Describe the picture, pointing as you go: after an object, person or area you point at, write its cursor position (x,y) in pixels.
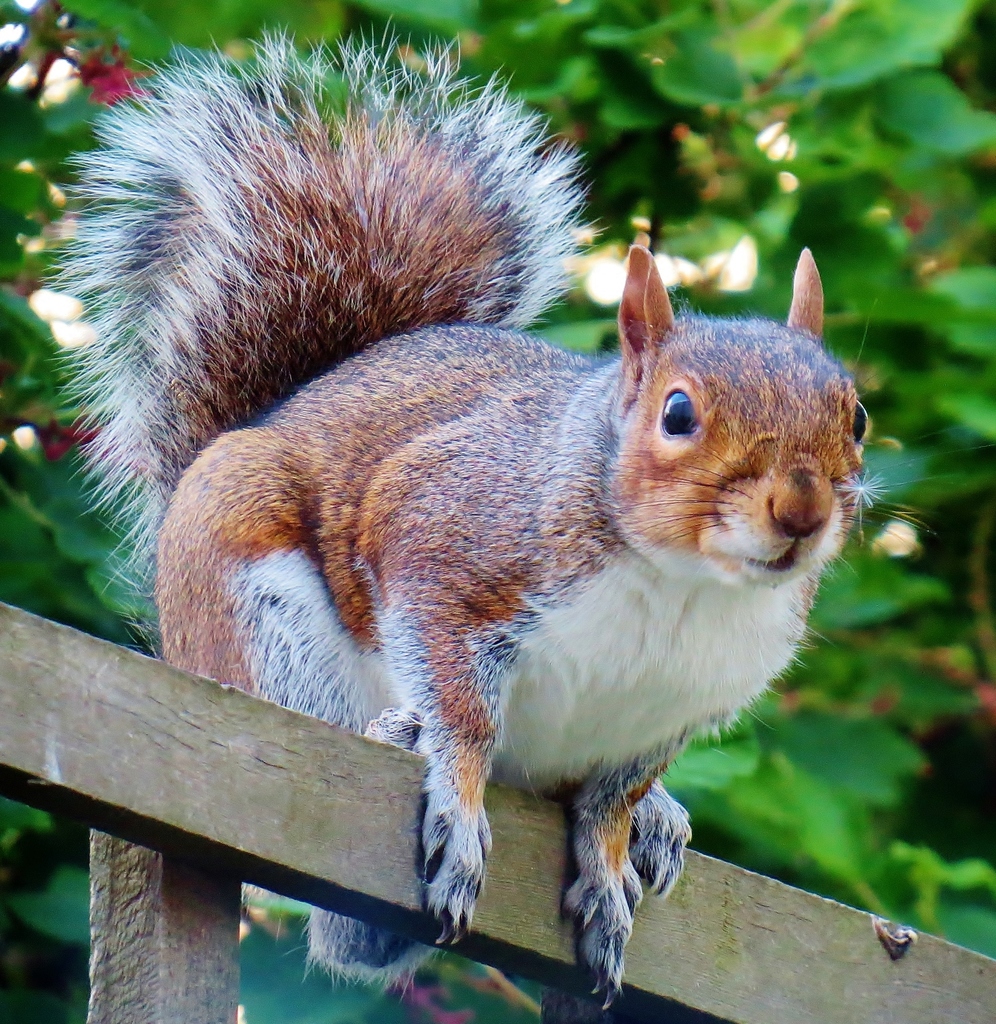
This is the squirrel (468,556) standing on the wooden stick (128,792). In the background (49,569), I think these are the trees (789,188) with leaves (897,275).
